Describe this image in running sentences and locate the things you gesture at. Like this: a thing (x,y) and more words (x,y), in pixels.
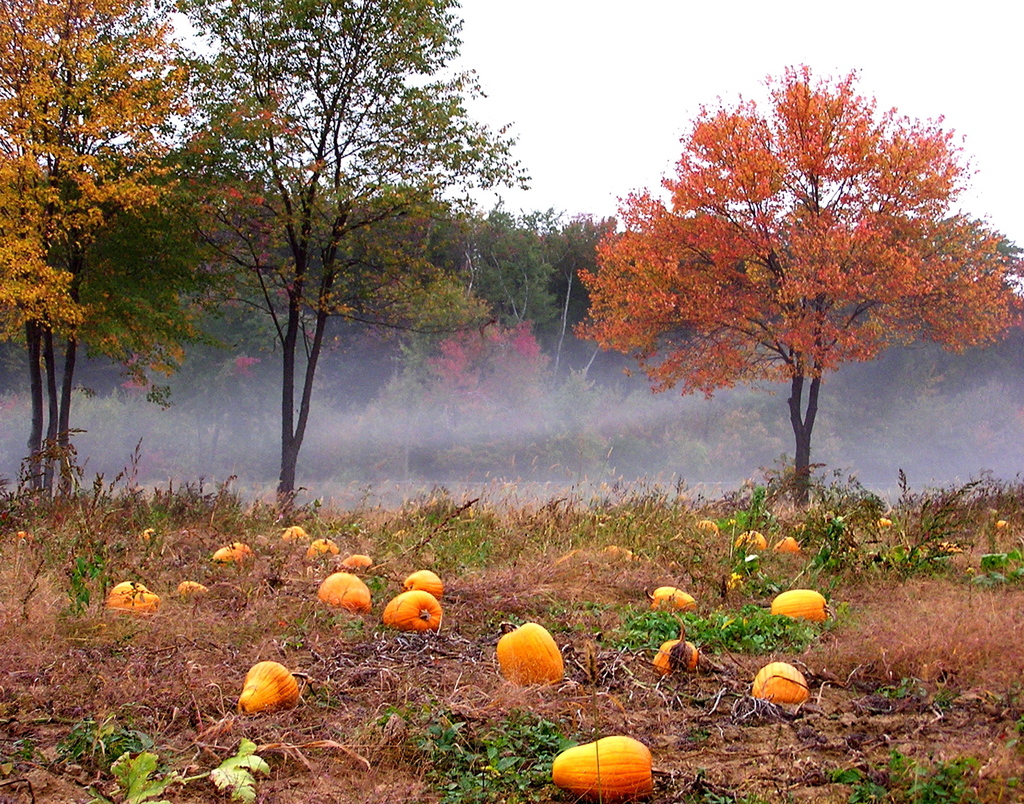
In this image, we can see the ground (665,790). We can see some grass (500,715), plants (478,759) and pumpkins (413,624). There are a few trees (449,311). We can also see the sky (639,28).
